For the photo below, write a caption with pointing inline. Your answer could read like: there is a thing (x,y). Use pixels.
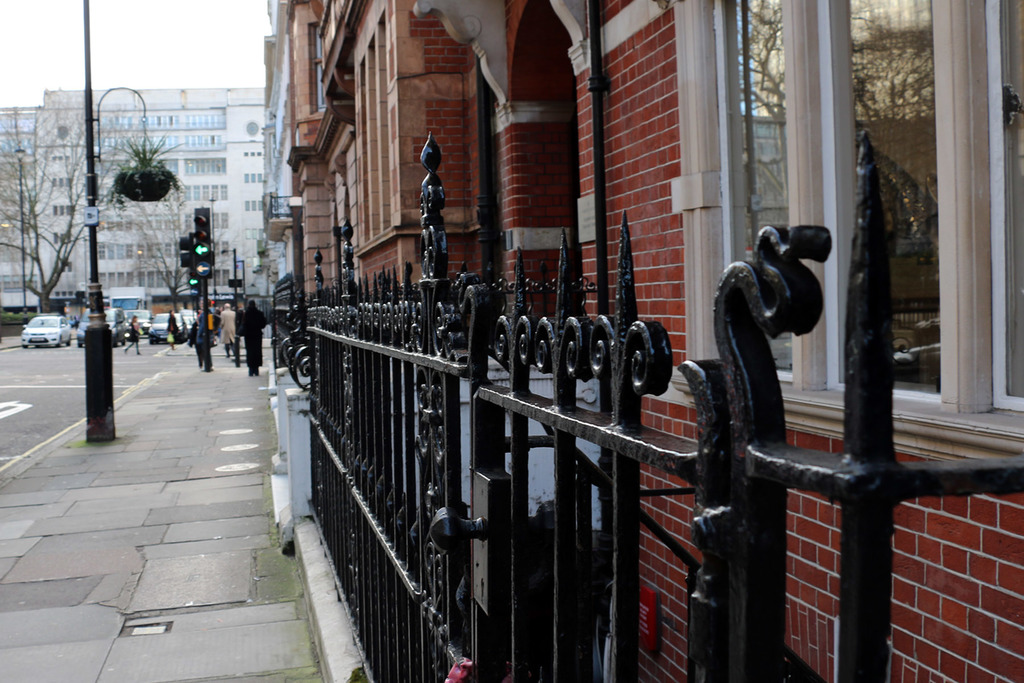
In this image I can see few vehicles (179,332) and few people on the road (55,377). To the side of the road (71,382) I can see the poles (103,385), flower pot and few people (169,322) In-front of the building (325,217). I can also see the black color railing (375,500). In the background (105,219) I can see the building (126,204), trees (134,214) and the sky (150,27).
